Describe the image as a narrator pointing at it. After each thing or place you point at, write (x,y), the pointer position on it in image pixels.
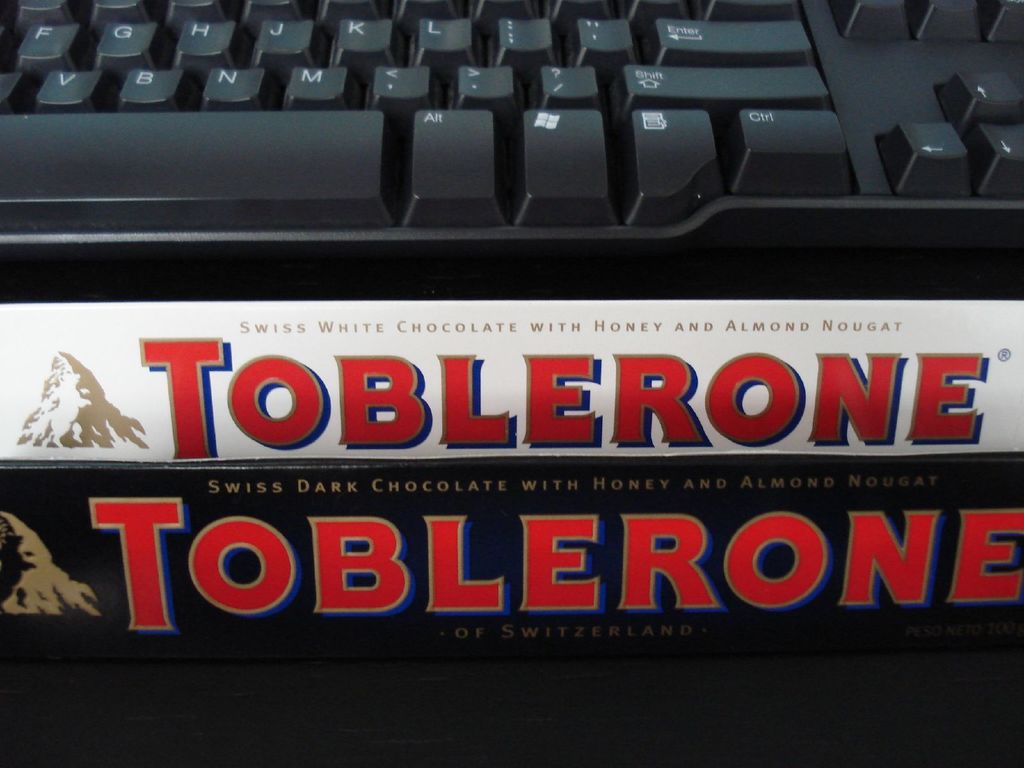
In this image we can see a keyboard (437,216), at the bottom of the image (606,600) there are two chocolate boxes (546,525) with some text (641,605) and images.
